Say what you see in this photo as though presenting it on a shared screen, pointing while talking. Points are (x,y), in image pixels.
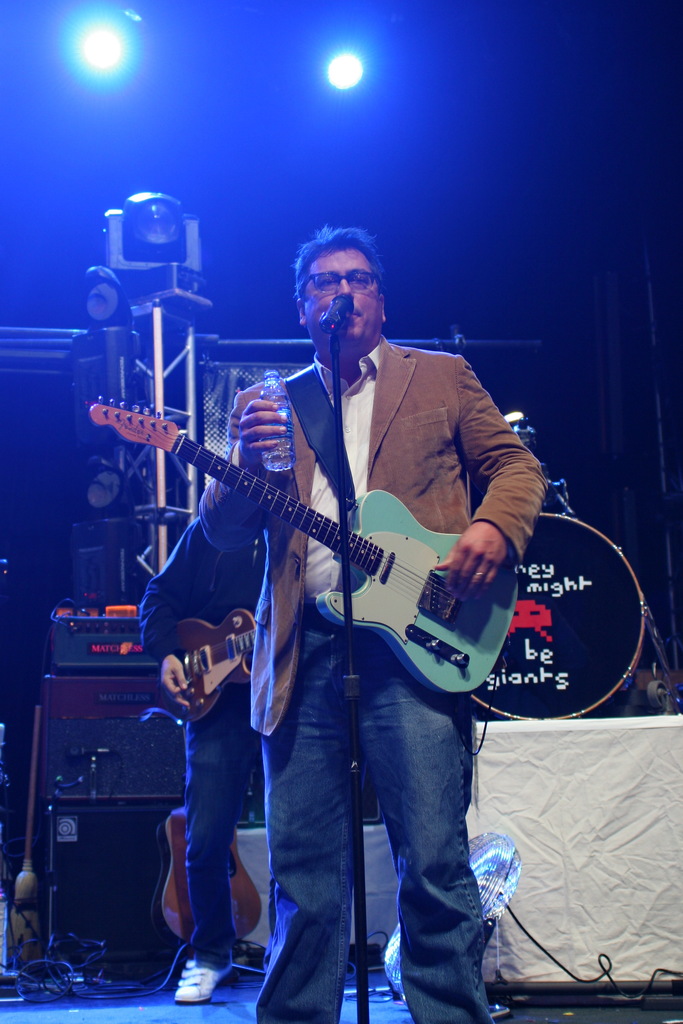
I can see in this image a man (395,476) is playing a guitar (392,514) in front of a microphone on the stage (377,1003). In the background (591,580) I can see that few musical instruments (609,591) on the stage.
